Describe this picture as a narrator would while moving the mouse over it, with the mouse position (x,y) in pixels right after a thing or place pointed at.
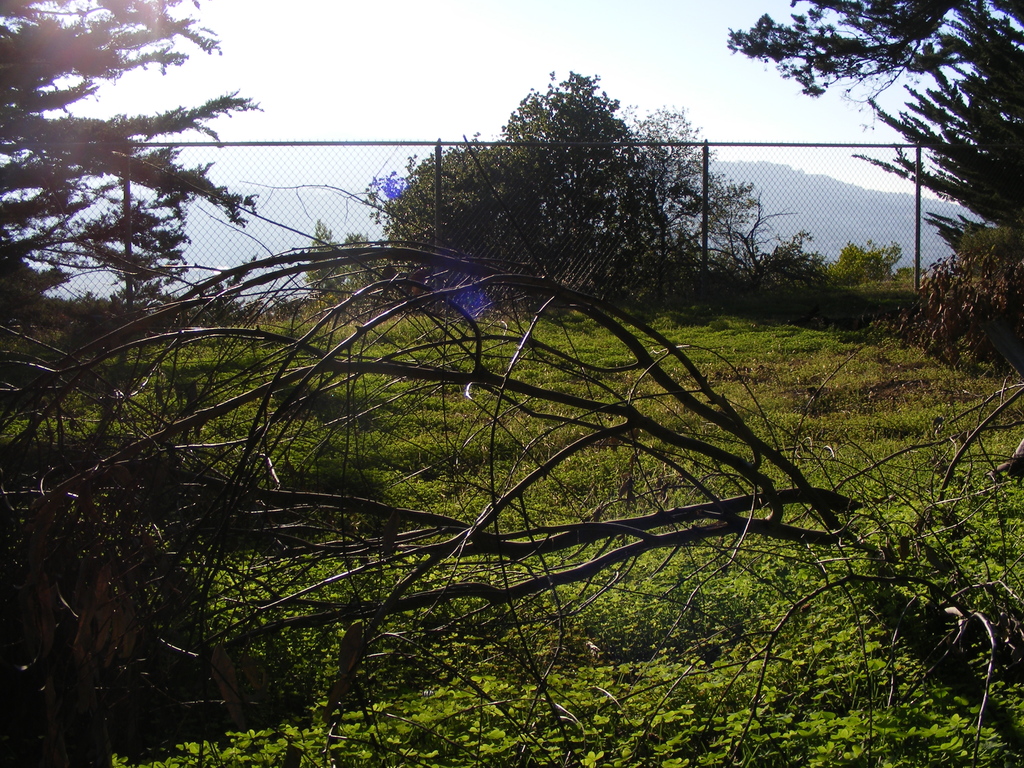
In this picture I can see plants (413,497), grass (443,394), there are trees (413,224), there is fence (737,186), there is a hill (907,196), and in the background (420,52) there is the sky (274,15).
